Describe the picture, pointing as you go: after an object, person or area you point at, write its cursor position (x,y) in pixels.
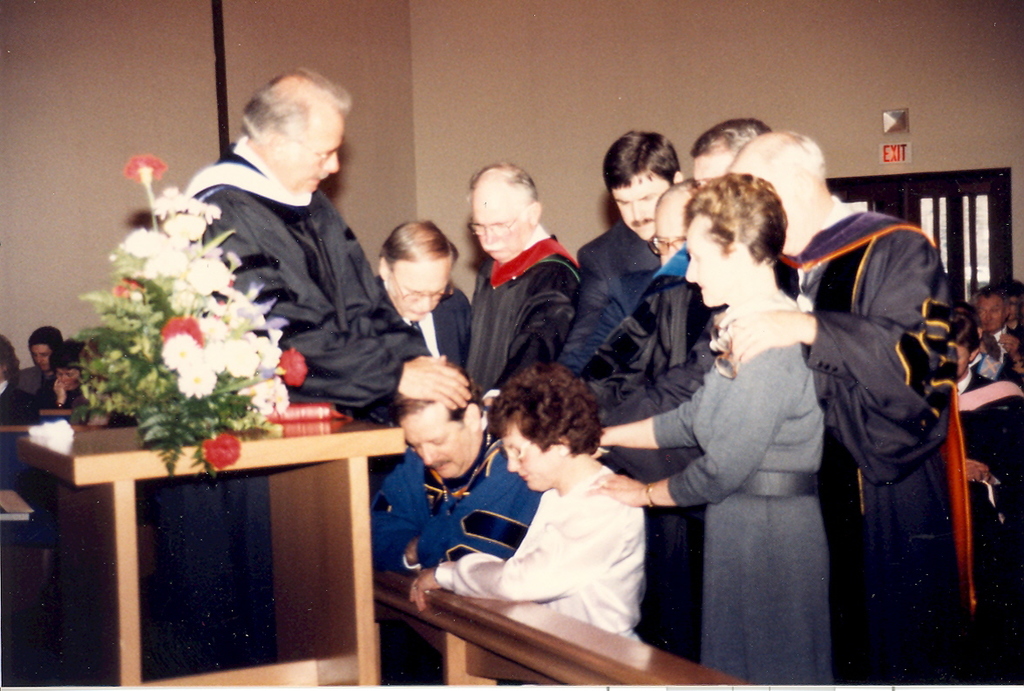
This is an image clicked inside the room (480,369). Here I can see few people (458,349) are standing and kept their hands (431,392) on one person's head (451,457) which is kneeling at a wooden rail (473,604). Beside this man (492,530) there is another woman (565,522). In the background (1007,410) I can see few people (1000,458) are sitting on the chairs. On the left side (141,269) there is a table (159,469) on which a flower bouquet (195,370) is placed.
